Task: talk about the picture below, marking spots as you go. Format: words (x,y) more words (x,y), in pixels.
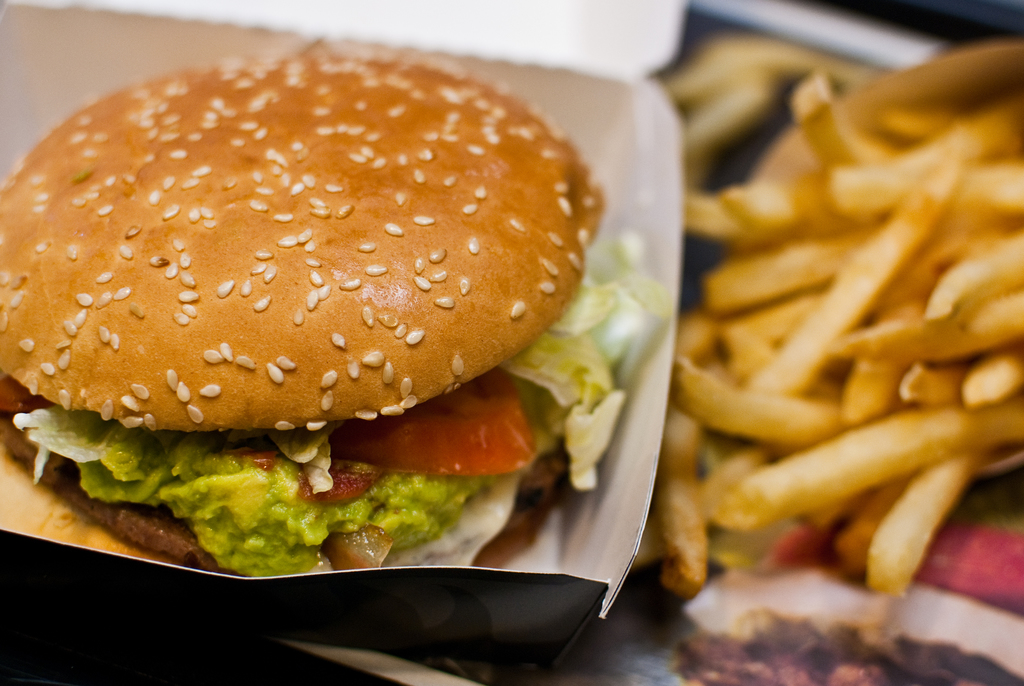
In this picture there is a burger (361,318) in the box (617,122) and there are french fries (862,152) on the tray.
